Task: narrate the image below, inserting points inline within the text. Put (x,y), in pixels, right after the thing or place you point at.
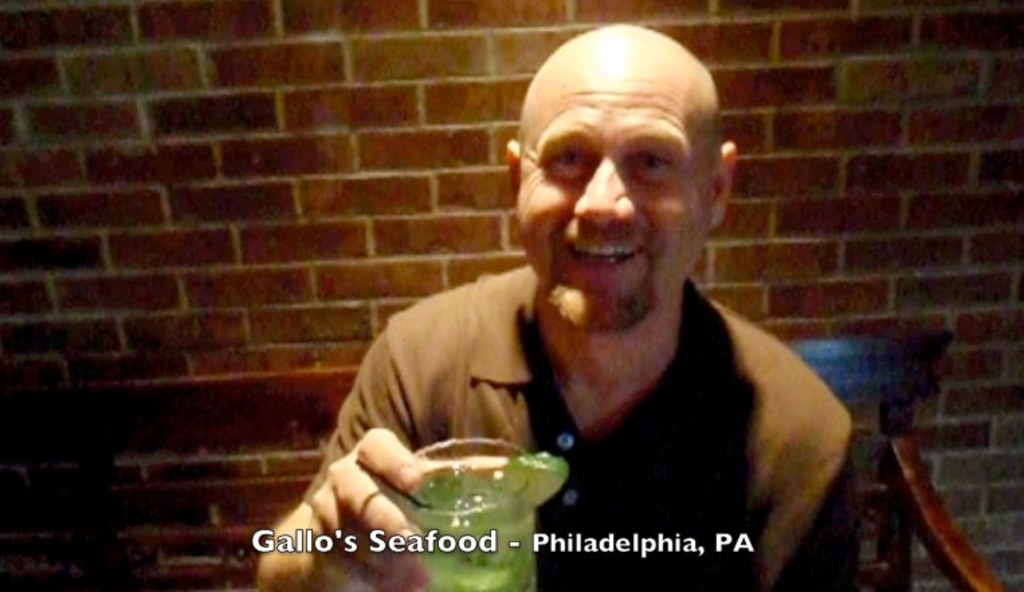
This is a picture of a person (554,344) holding some object (439,491), in the background (371,280), we can see a wall (366,261).
